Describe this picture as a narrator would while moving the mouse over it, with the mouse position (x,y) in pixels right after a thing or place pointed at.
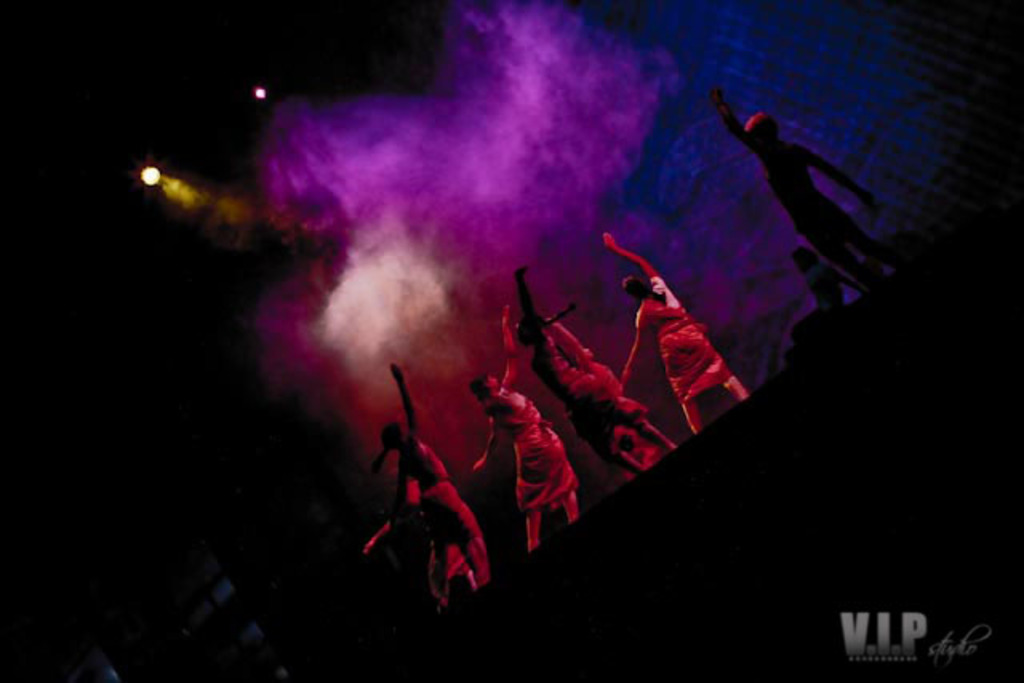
This image consists of many people (433,490) dancing on the dais (614,513). At the bottom (962,571), there is a dais (755,596). In the background (360,180), there are lights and there is a smoke (343,319).
